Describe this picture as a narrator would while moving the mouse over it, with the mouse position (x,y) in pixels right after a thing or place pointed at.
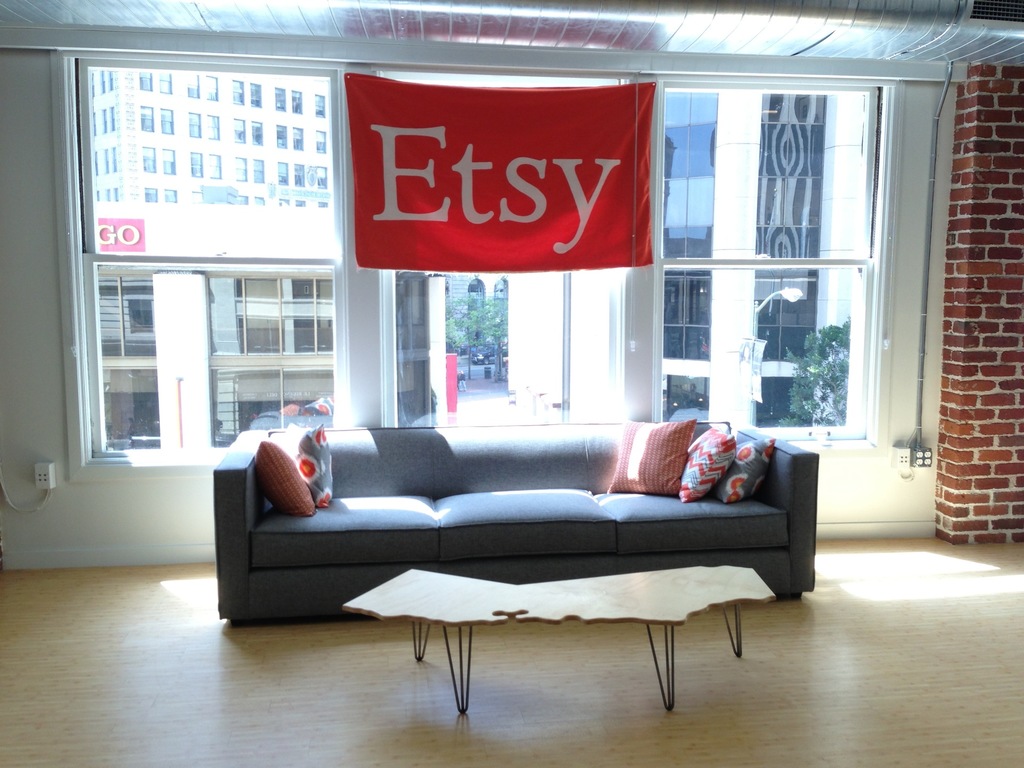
This picture is taken in a hall (912,310) where there is a sofa (528,507) in the center (509,503) with the 5 cushions (690,471) on it and center table (612,617) in the middle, at the right side (984,303) there are the walls (980,320) with red colour bricks (986,442) and wire sockets (916,454), at the top (503,139) there is a banner (488,114) with a name (386,164) etsy which is red in colour and window (862,283). In the background (816,365) there are some trees (807,376), building (304,310).
